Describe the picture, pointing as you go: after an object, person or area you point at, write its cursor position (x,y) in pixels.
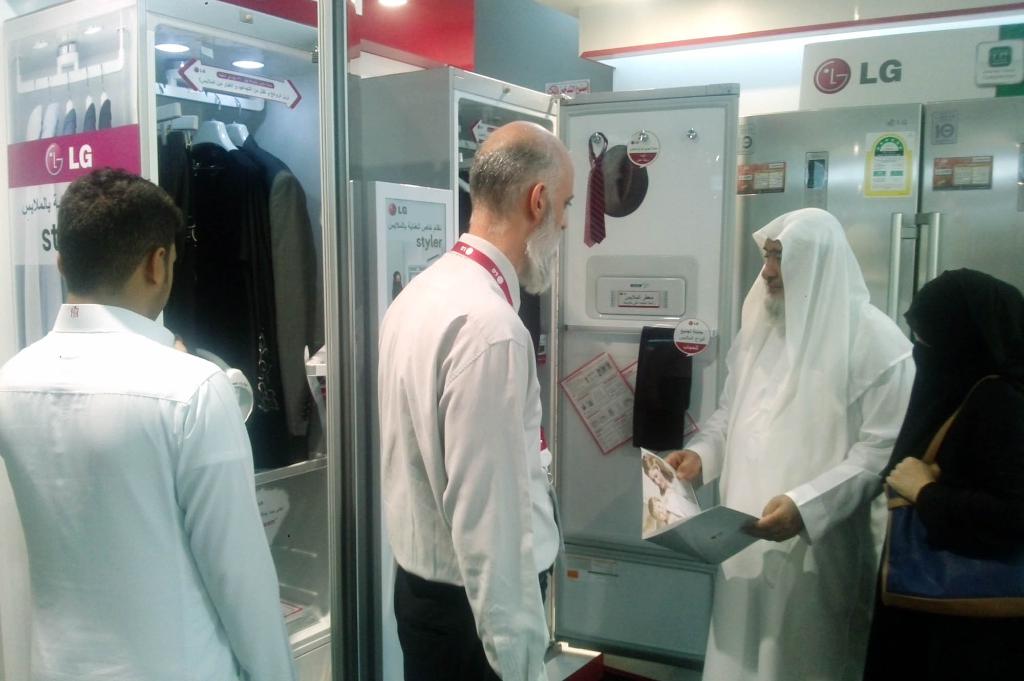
This picture shows a few people (985,344) standing and a man (834,442) standing and holding a book (666,482) in his hand (772,528) and we see a woman (932,394) standing and holding a bag (1012,575) with her hand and we see a refrigerator (954,261) and couple of cupboards (360,208) with clothes (297,303) in it.
